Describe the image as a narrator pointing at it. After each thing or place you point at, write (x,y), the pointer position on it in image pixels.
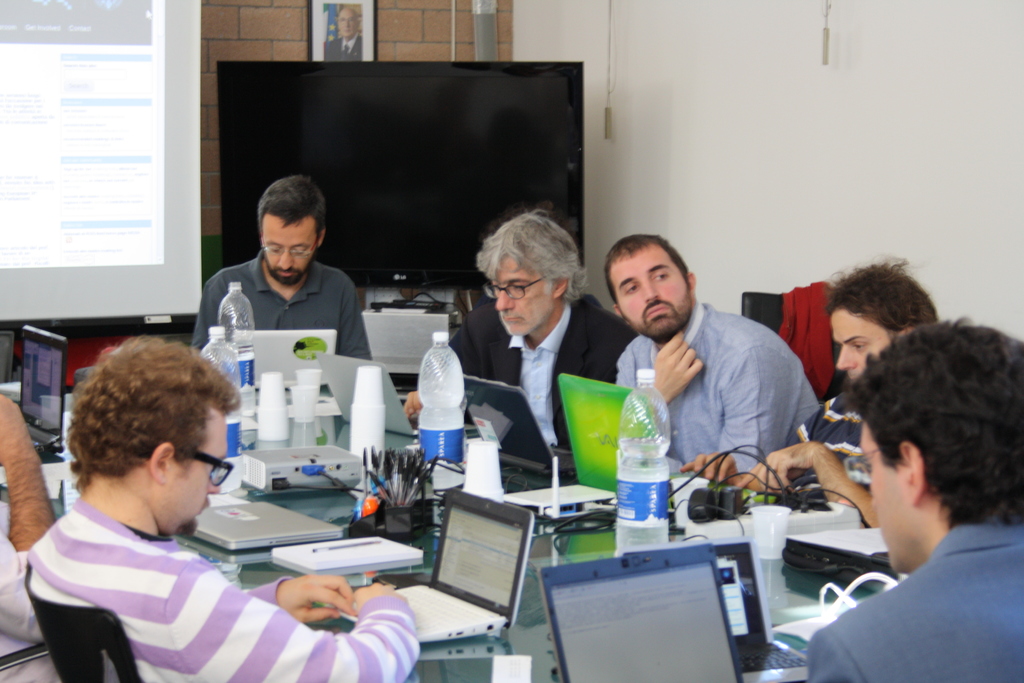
There are group of people (326,603) sitting around the table (768,561), working with the laptops (457,565). In front of them, there are bottles (638,491), pens (394,460) and other items (470,480) on the table (343,519). In the background (360,125), there is a wall (622,156), TV (402,135), and a screen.
